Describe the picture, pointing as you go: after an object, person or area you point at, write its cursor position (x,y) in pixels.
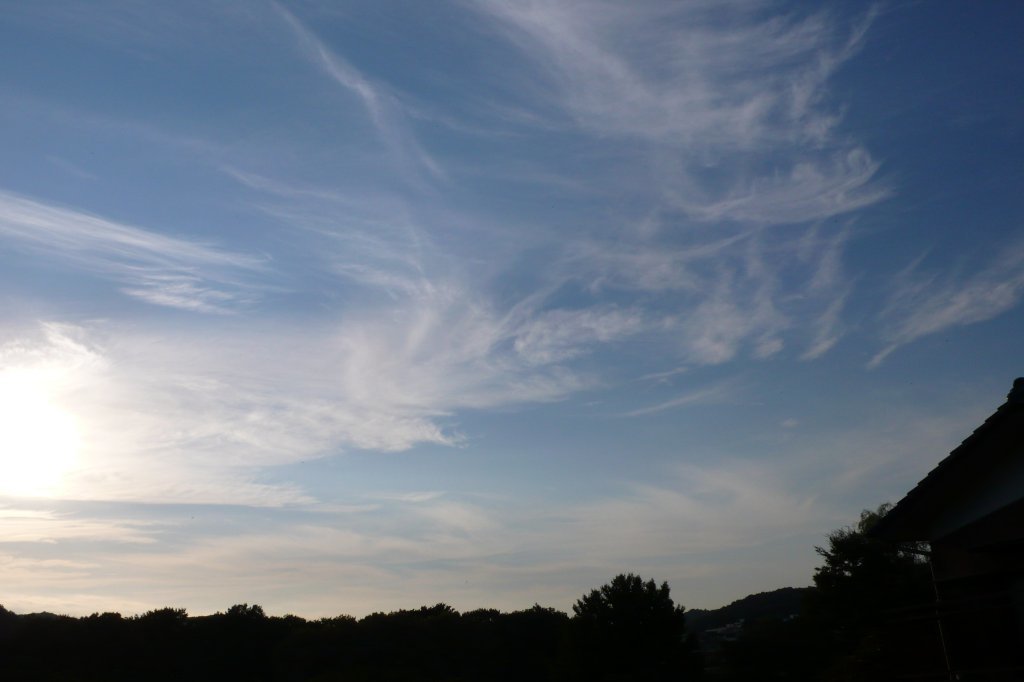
In the image we can see trees (591,605) and the cloudy sky (352,420).
